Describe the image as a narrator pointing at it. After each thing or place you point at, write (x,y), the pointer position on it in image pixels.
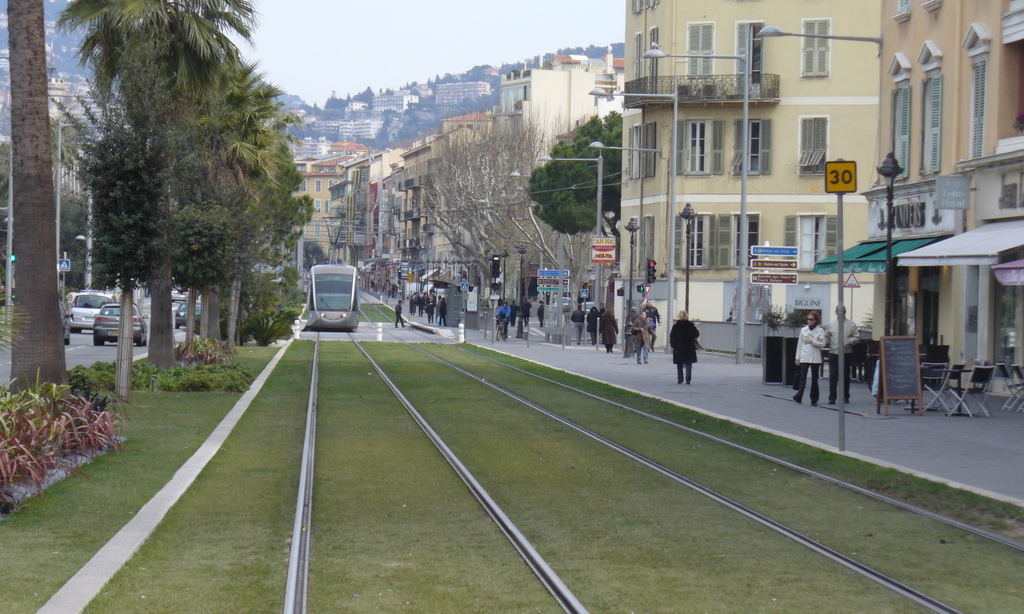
In this image we can see a locomotive (334,291) on the track (362,374), persons (640,334) walking on the road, motor vehicles (136,338) on the road (108,354), bushes (72,391), trees (197,207), buildings (616,99), street poles (674,107), street lights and sky (338,47).
